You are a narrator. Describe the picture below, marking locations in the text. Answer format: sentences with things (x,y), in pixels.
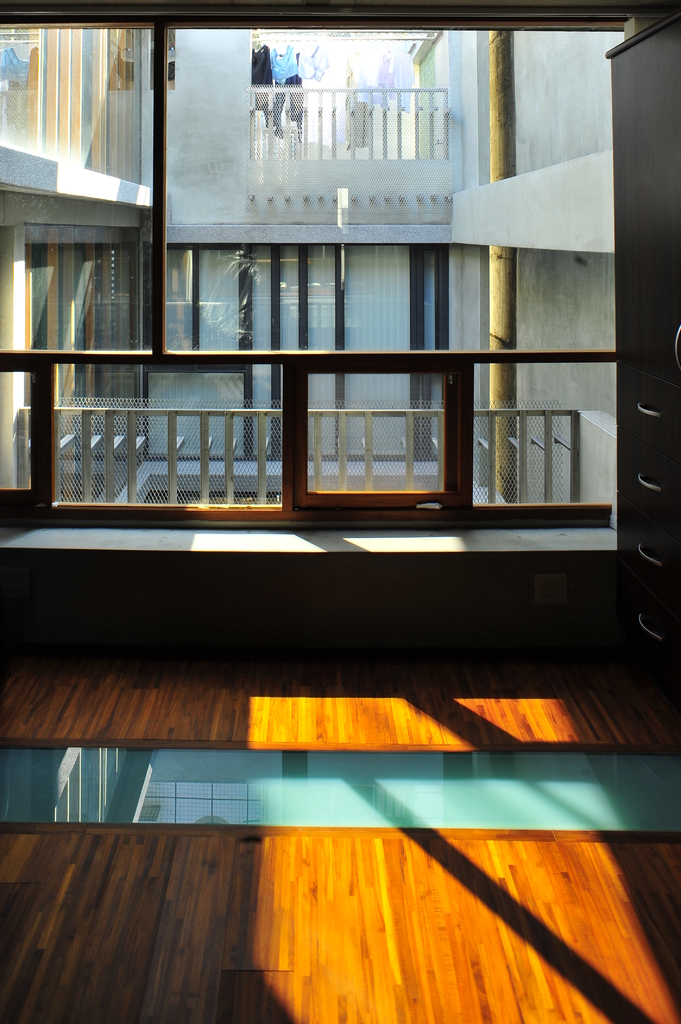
In this image we can see glass windows (381,336), fencing (384,114), pole (499,36), door (415,249) and building (318,382).
